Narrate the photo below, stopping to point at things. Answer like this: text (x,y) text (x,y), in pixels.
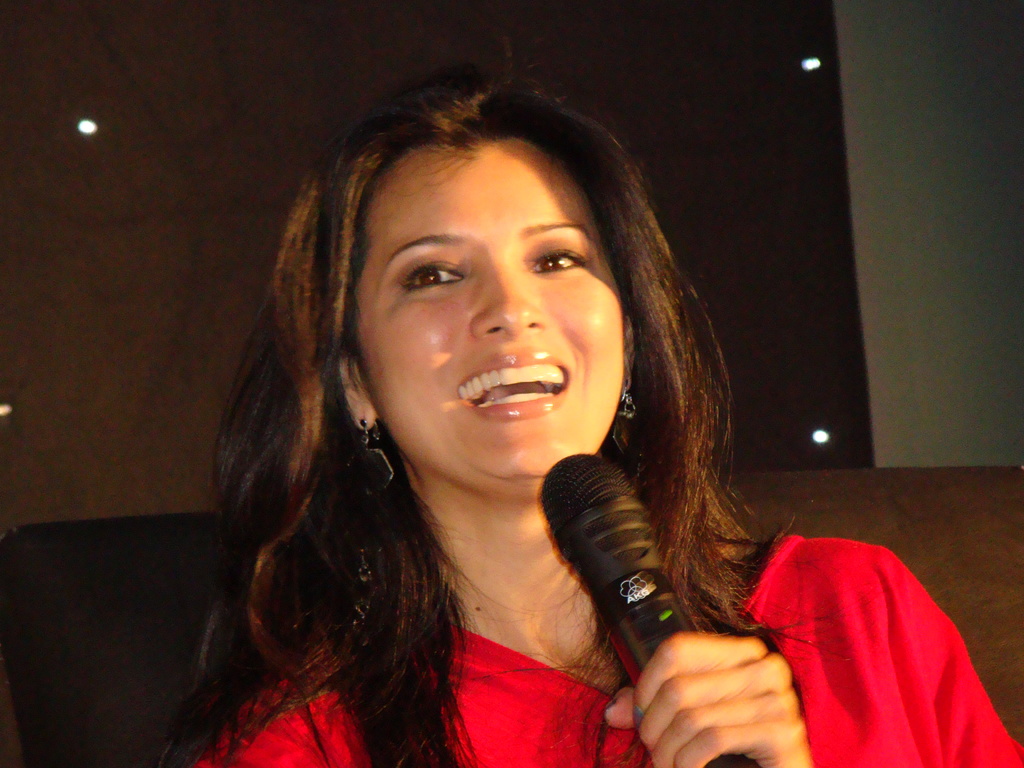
there is a woman (837,564) in red costume (821,666) holding a microphone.
